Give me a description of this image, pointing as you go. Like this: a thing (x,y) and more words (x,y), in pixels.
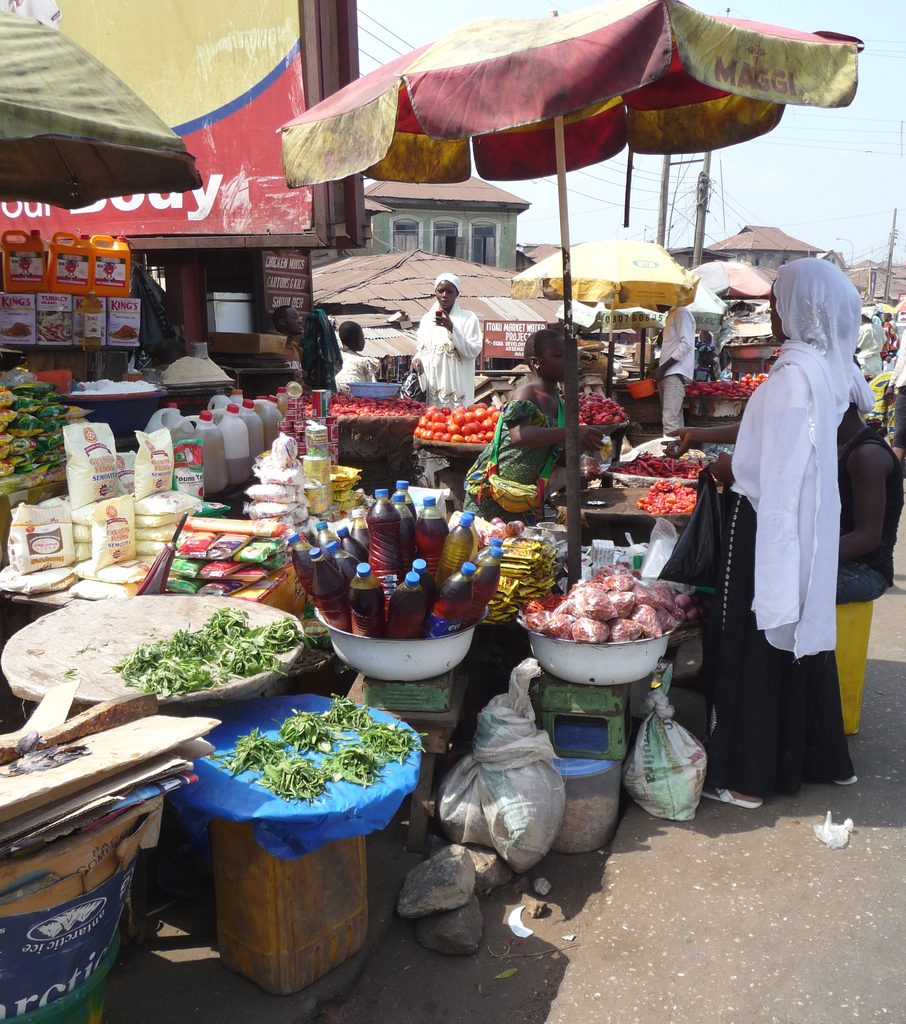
In this image, there are few people (440,386) standing on the road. I can see a market (339,468) with cans (128,319), food packets (106,470), vegetables (222,613), bottles (424,617) in a tub (388,668), umbrellas (599,290) with poles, sacks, stools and few other objects (236,375). In the top left corner of the image (254,154), I can see a board (229,181). In the background (428,222), there are houses (762,238), current poles (706,197) with wires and there is the sky (898,47).
